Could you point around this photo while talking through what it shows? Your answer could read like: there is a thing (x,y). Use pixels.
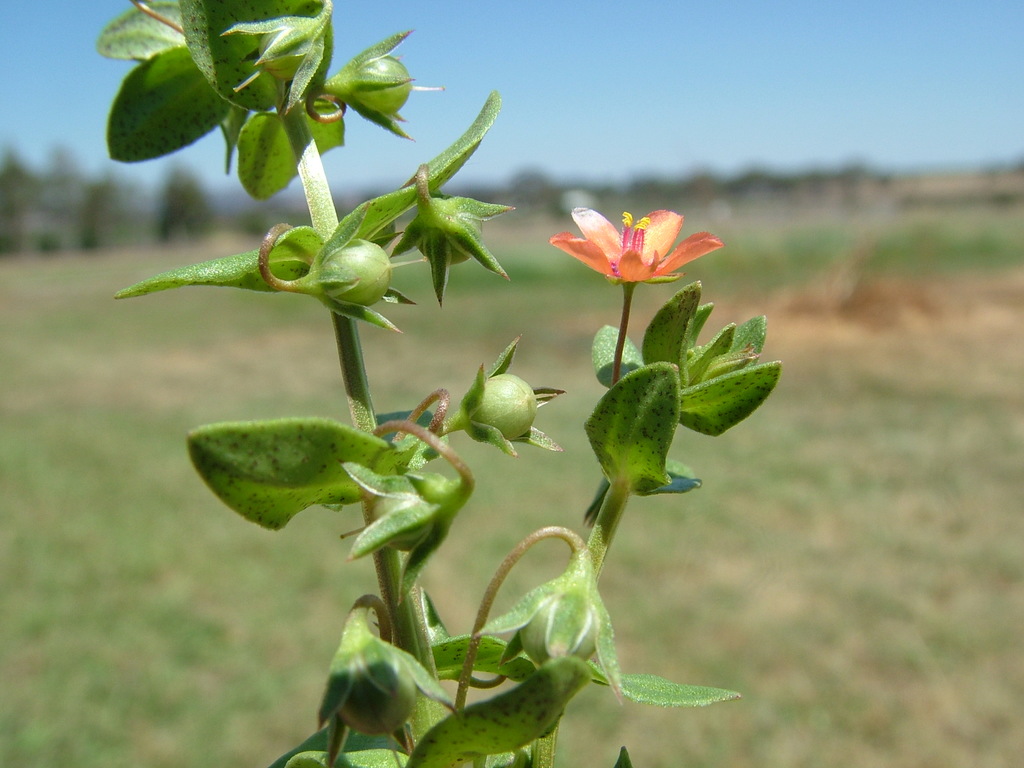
It is a plant (674,425). There is a flower (605,240) in it. This is the sky (688,85) at the top (733,71).
